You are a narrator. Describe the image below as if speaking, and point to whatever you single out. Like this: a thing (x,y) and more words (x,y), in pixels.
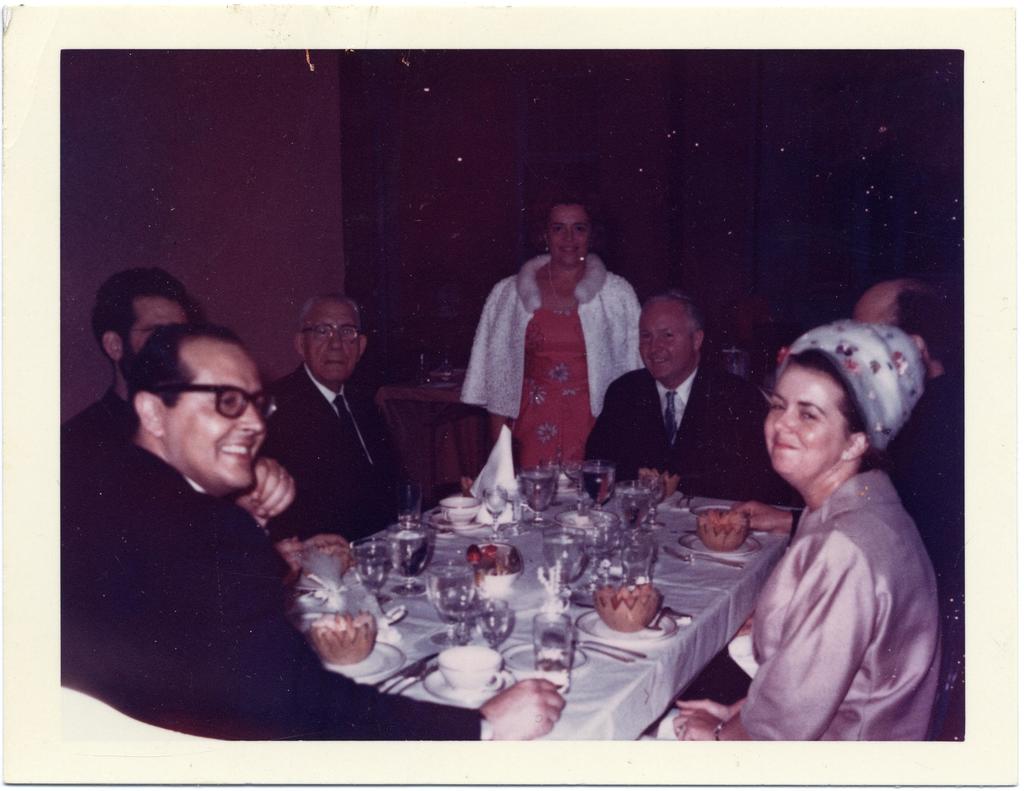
In this picture, we see people (293,389) sitting on the chairs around the table (698,614). On the table (668,604), we see water glass (471,608), cup (497,660), saucer (441,675), spoon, fork (600,644), knife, plate (364,665) containing food (364,645) and tissue papers (511,478) are placed. Behind them, we see a wall (298,247) and in the background (692,273), it is dark. This picture is clicked in the dark.
